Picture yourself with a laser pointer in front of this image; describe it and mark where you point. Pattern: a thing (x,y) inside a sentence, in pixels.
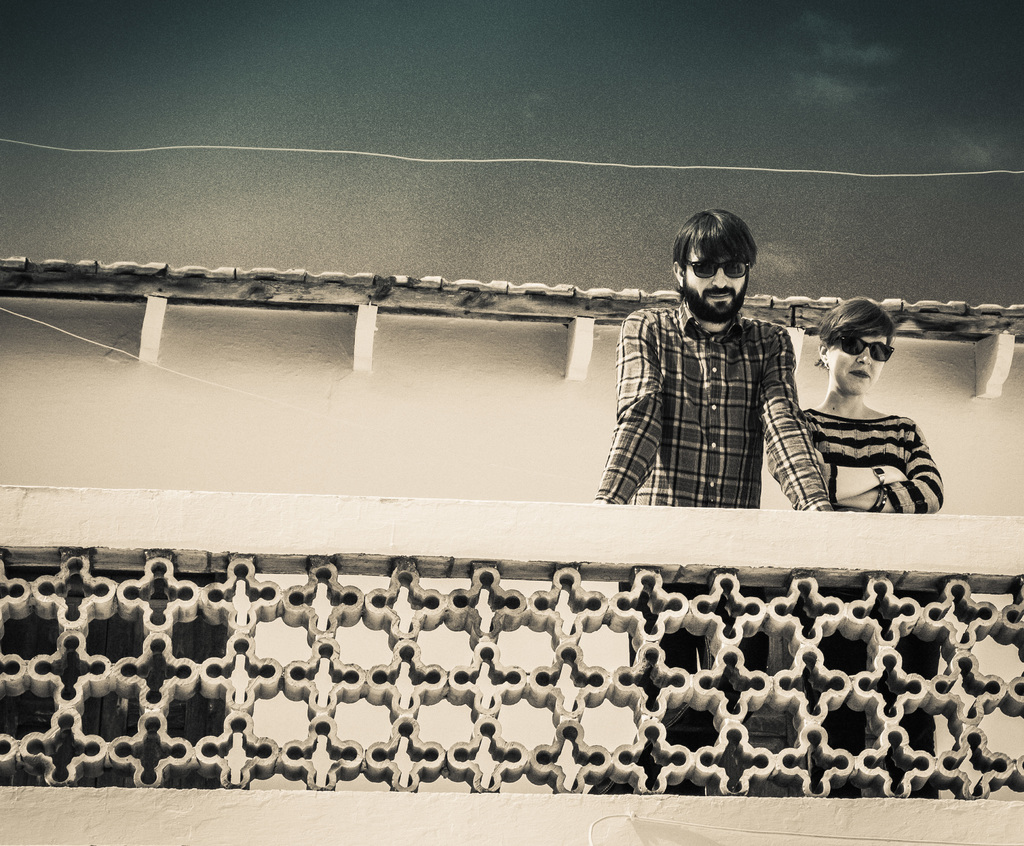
This is a black and white picture. In this picture, we see the man (742,444) and the women (877,491) are standing. Both of them are wearing the goggles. In front of them, we see the railing (488,640). Behind them, we see a white wall (335,490) and a black door (95,713). We even see the roof (542,296) of the building (497,301). At the top (484,136), we see the sky (494,71).
